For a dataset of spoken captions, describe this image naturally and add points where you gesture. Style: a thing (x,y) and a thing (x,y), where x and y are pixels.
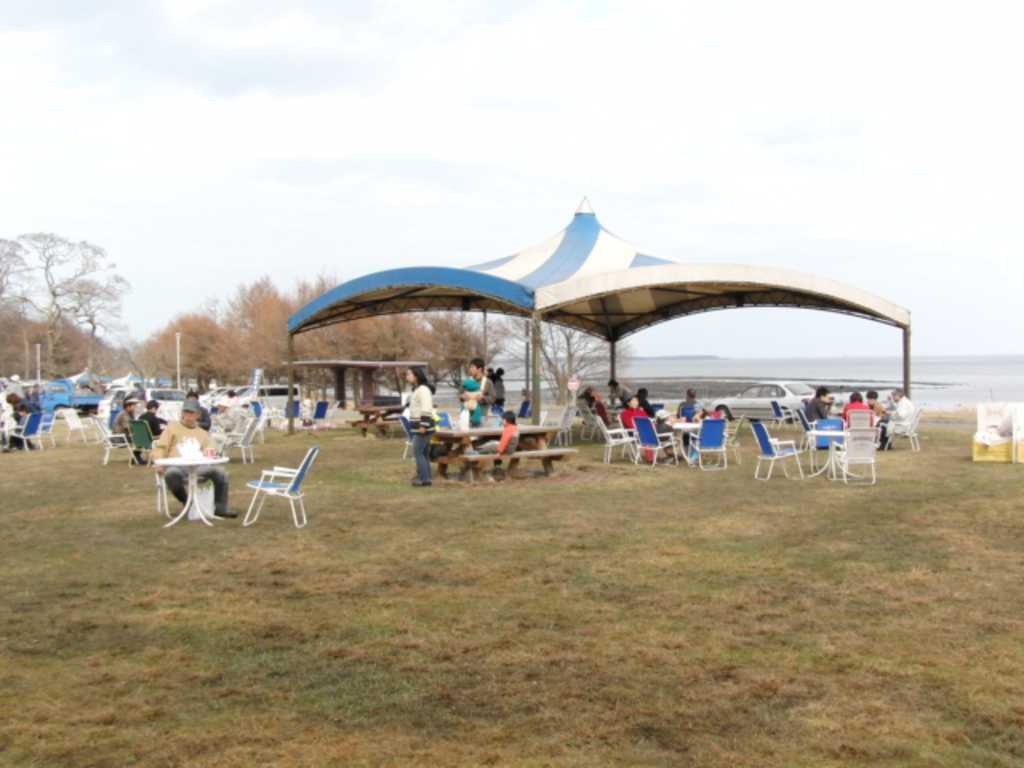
This picture describes about group of people (503,451), few are seated and few are standing, in this we can find chairs (843,449), tables (841,431), tent (533,308), trees (576,334) and few vehicles (94,403).
